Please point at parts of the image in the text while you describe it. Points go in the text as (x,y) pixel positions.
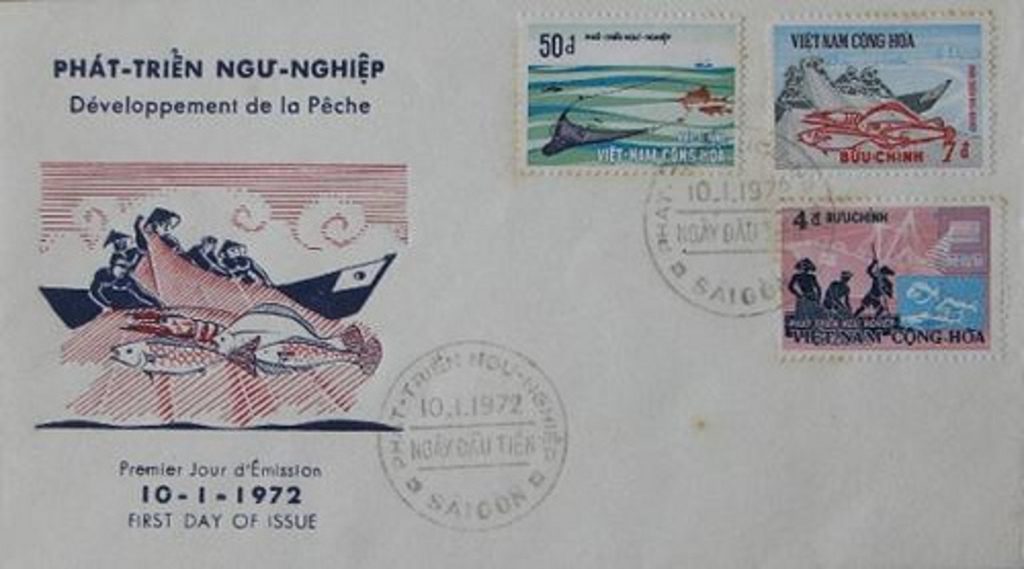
On the left side of the image (253,392) we can see image (196,366) in which fish and boat pictures (293,349) are there and some text (354,75) was written over there. In the middle of the image (444,360) we can see a stamp print (496,478). On the right side of the image (845,202) we can see three different images (901,215) and a stamp print (720,258).
